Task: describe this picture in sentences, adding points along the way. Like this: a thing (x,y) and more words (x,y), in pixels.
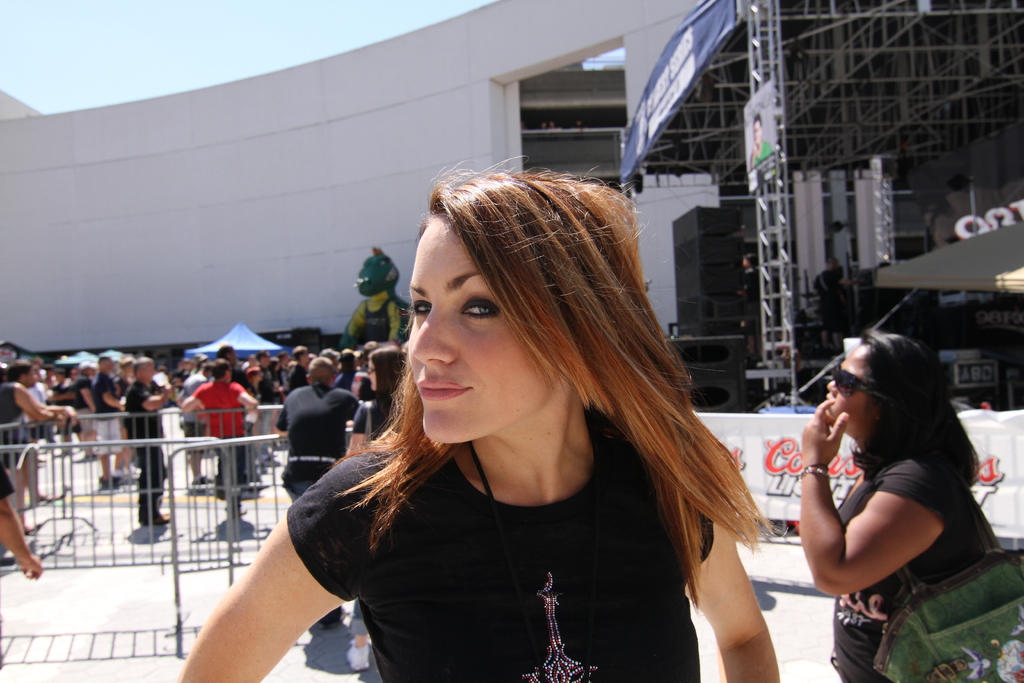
In the picture we can see a woman (597,342) standing and smiling, she is wearing a black top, in the background (207,307) we can see many people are standing and walking, and there is a railings (18,465) near to there is a building wall (92,237) and some steel construction shed (693,167) with sound boxes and stage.
